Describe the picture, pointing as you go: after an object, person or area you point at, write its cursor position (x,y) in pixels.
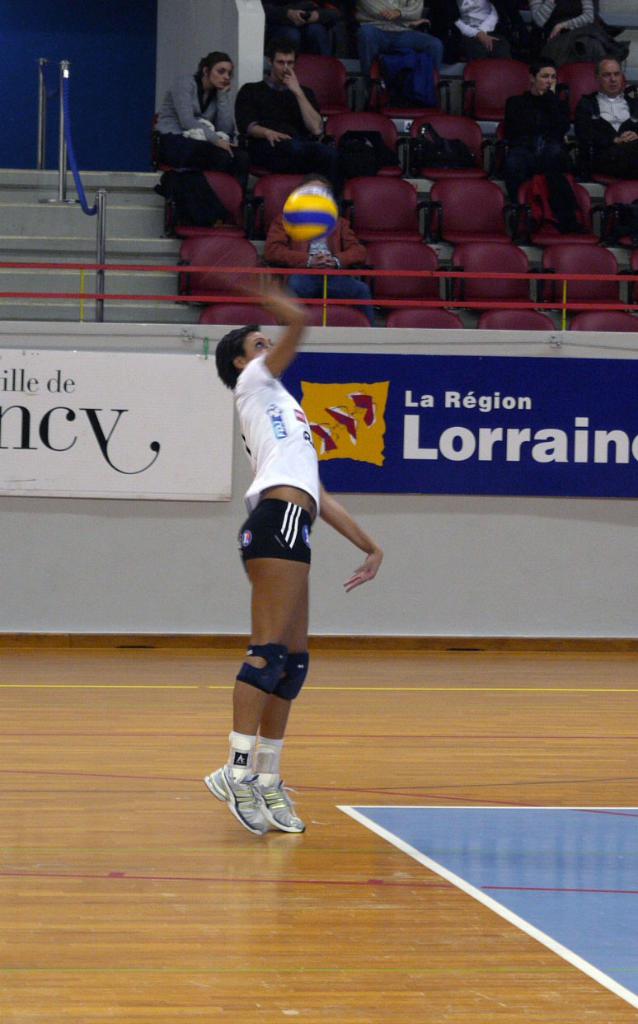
In the image in the center (288,514) we can see one ball (320,207) and one person (273,447) standing and wearing white color t shirt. In the background (348,228) there is a fence (94,269), banners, staircase (12,272), wall (82,150), chairs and few people (590,121) were sitting.
